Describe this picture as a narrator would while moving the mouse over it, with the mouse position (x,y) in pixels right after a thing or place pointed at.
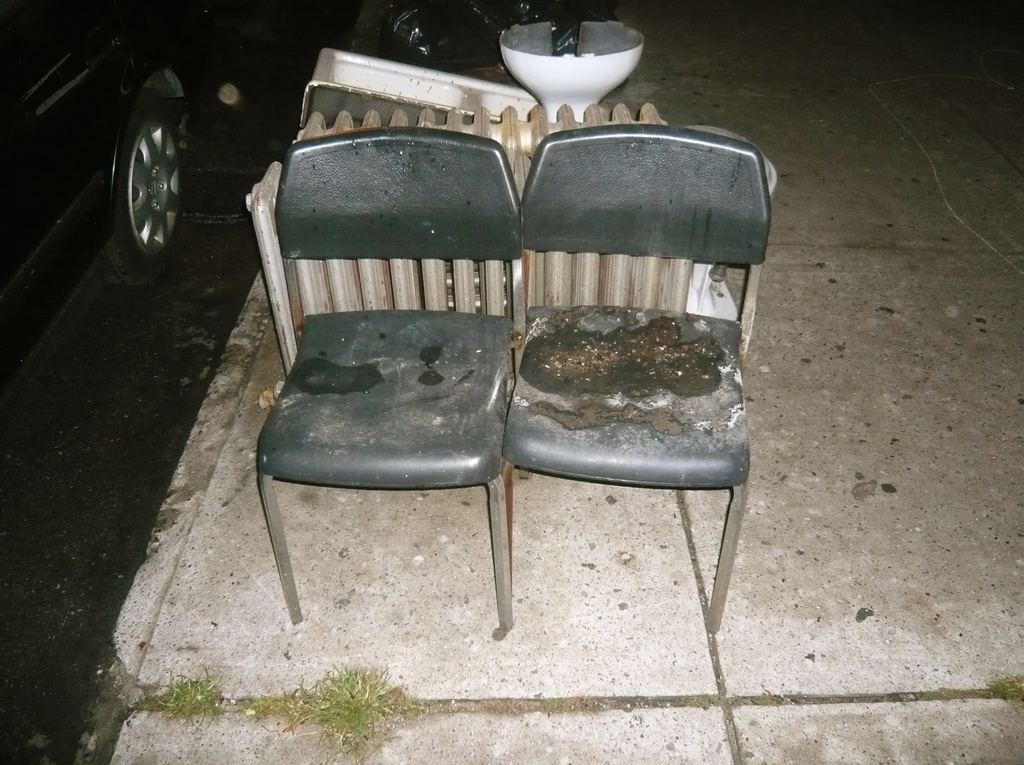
In this image there are empty chairs (556,331), there is a radiator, there are objects (570,70) which are white in colour and there are vehicles (7,227) and there is grass (322,708) on the ground (46,717).
